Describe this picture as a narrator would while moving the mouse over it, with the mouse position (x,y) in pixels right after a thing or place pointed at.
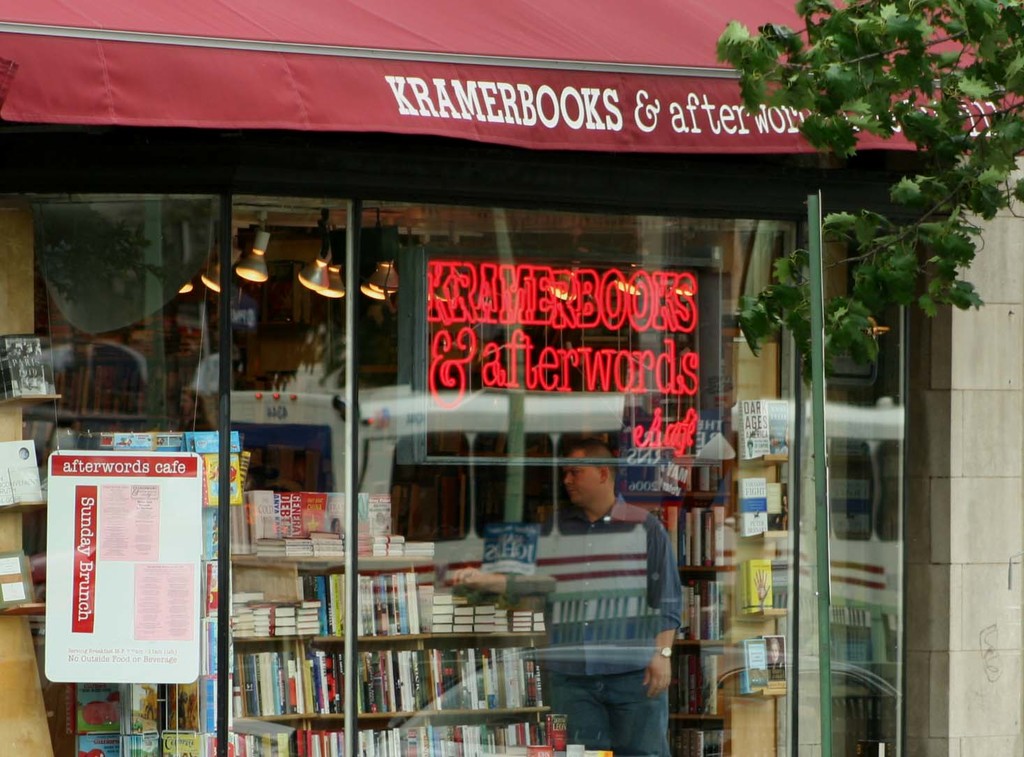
In this image there is a shop (338,454) having a glass wall (489,451). There is a poster (197,488) attached to the glass wall (547,433). Behind the glass wall (560,506) there is a person (609,641) standing near the rack (361,627) having few books (195,697). Few lights (323,254) are attached to the roof (251,222). Left side (5,675) there are few shelves (8,289) having few objects (47,386) in it. Right side (942,190) there are few branches (835,19) having leaves (897,110).
